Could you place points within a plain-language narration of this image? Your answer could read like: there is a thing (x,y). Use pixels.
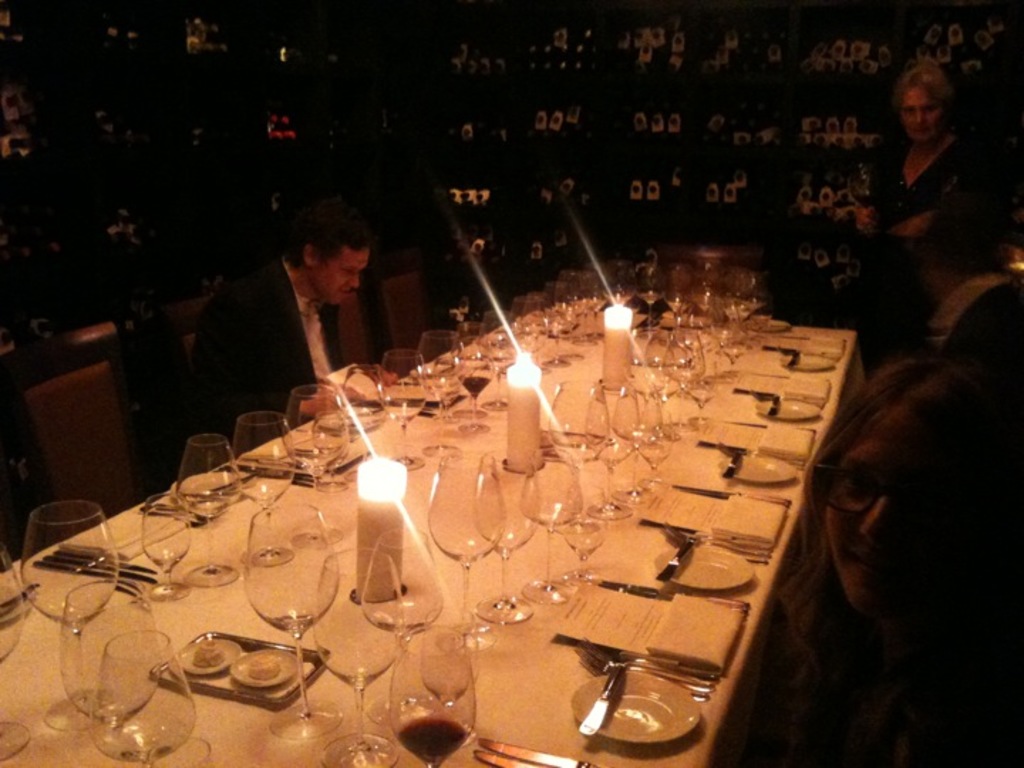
This picture shows the inner view of a building (506,137). There are so many chairs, wall (842,163) is decorated, one big dining table (148,581) covered with a white table cloth (45,765) and so many different objects (376,500) are on the table (349,519). One woman (881,174) is standing and holding a drink glass (862,197) and a few people (244,328) are sitting around the dining table (46,670).
